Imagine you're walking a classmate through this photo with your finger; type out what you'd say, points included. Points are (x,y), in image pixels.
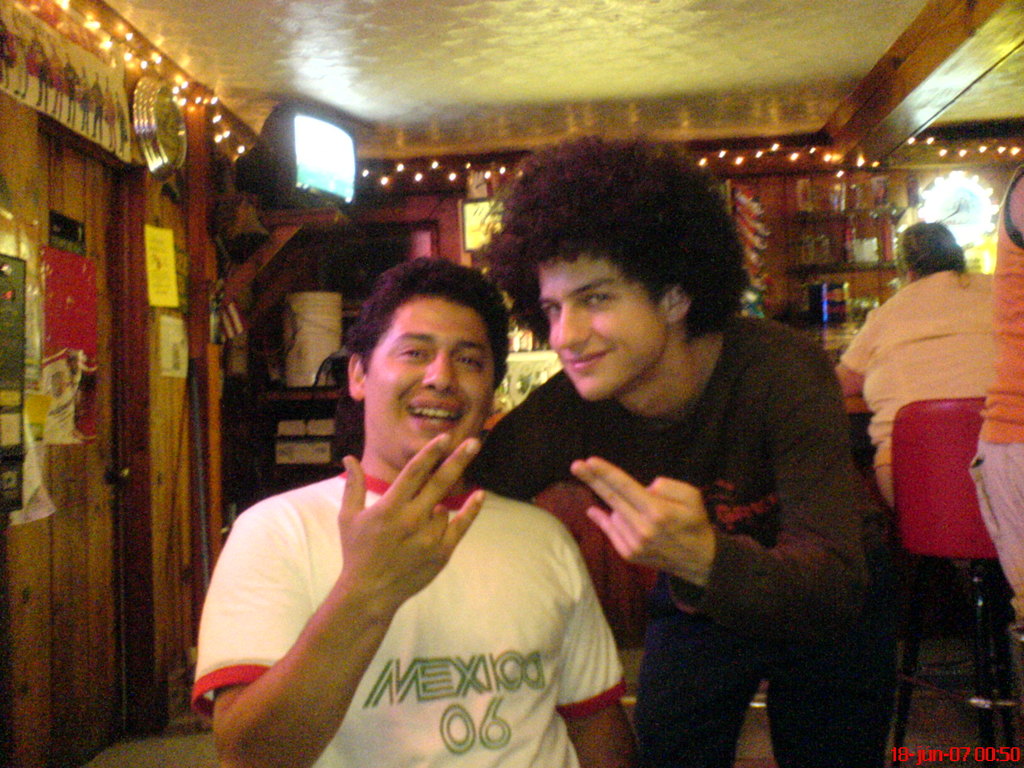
In this image we can see two men (665,404). In the background (969,383) on the right side (932,327) we can see a person (881,483) is sitting on a chair (949,433) and another person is standing. We can see TV (302,187) on a stand (289,221), decorative lights (103,44), posters (74,348), clock (181,141) and other objects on the wall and there are objects (515,363) on the stands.
